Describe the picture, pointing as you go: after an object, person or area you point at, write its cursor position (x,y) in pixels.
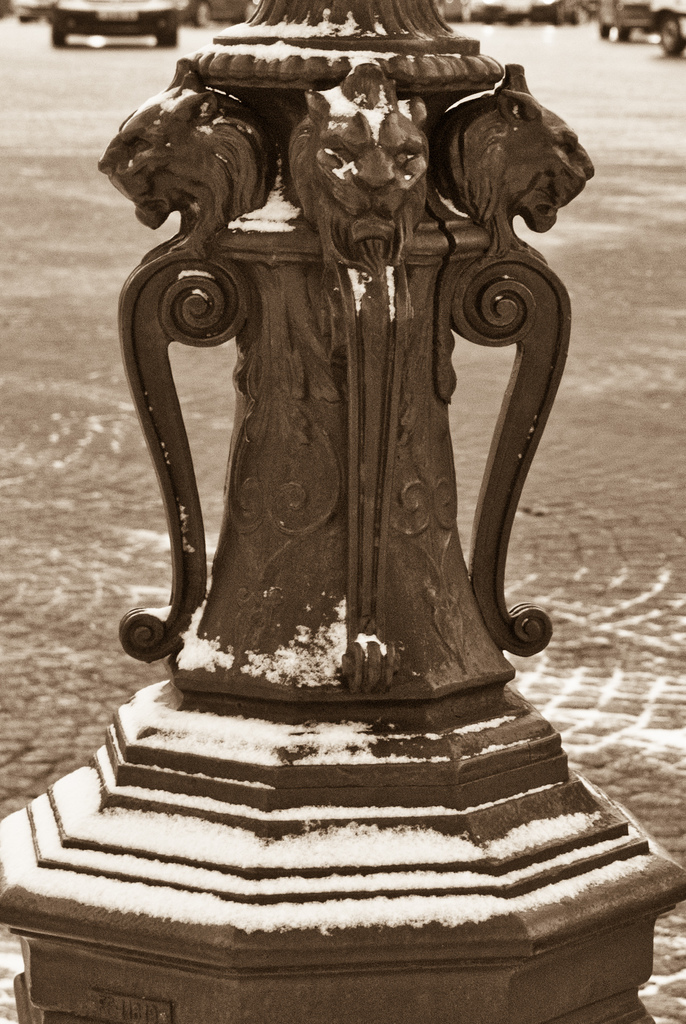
In this image I can see a metal pole (277,705) which is black in color and some snow (266,763) which is white in color on it. In the background (125,688) I can see the ground (76,462) and few vehicles (491,15).
